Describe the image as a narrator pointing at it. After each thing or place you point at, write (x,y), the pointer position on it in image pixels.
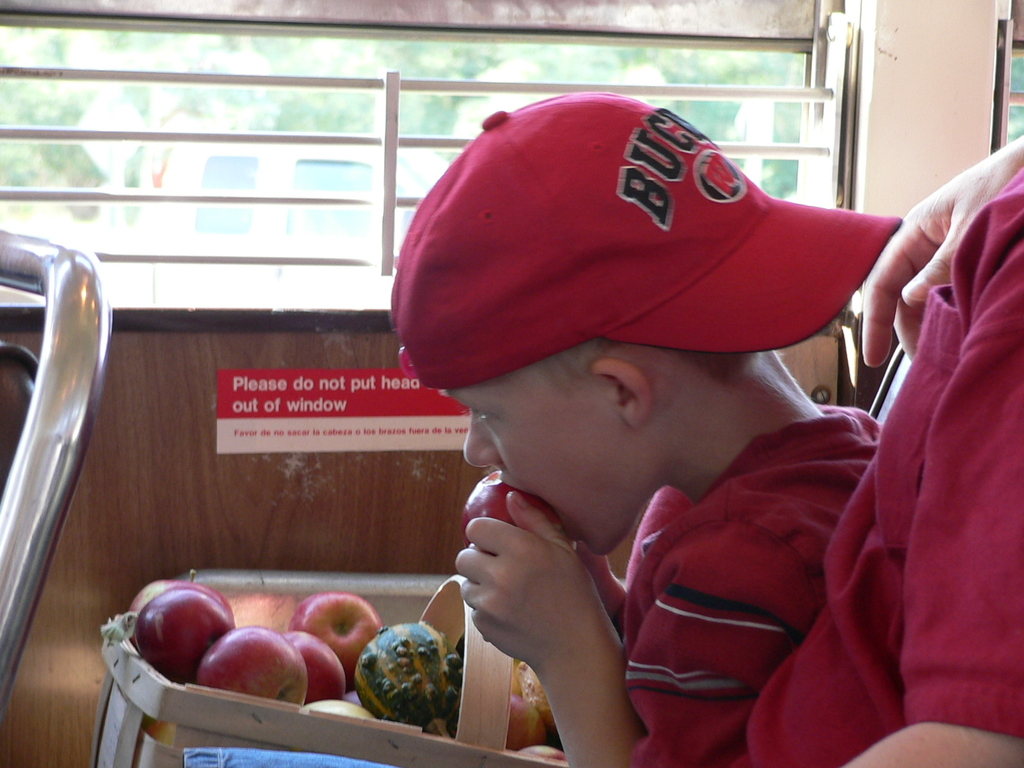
There is one kid (569,574) sitting and wearing a red color jacket (710,573) and a cap (587,250), and eating a fruit (504,513) at the bottom of this image (644,569), and there is one other person (883,564) on the right side of this image (914,531). There are some fruits (363,623) kept in a basket (237,615) at the bottom of this image (266,667). We can see there is a window (299,151) at the top of this image (347,93), and there is an iron rod (49,367) of a chair (45,403) on the left side of this image (38,401).
